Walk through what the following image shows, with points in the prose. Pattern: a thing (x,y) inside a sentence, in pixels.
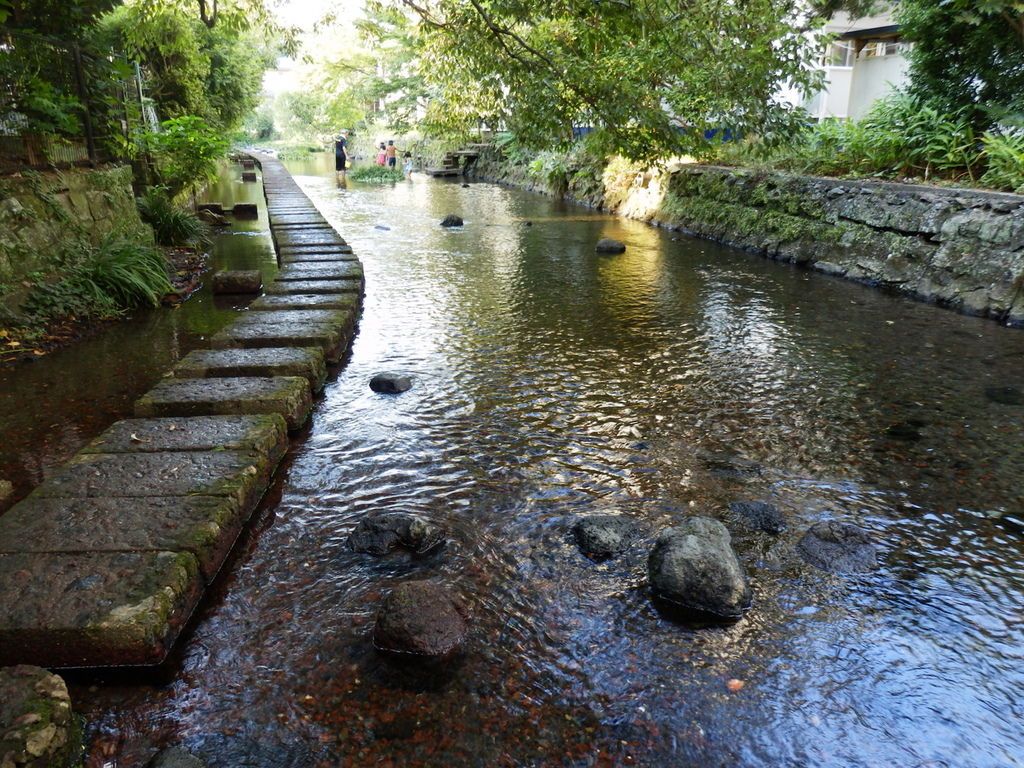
At the bottom of the image (572,569) on the ground (609,427) there is water (611,440). There are stones (706,526) in the water (473,356). On the left side of the image (282,424) there is a path (214,506) with stones (228,452). On the left corner of the image (115,90) there is a small wall (108,195) with trees (92,99) and grass (100,295) on the ground (116,260). On the right corner of the image (976,194) there is a small wall (1005,243). Behind the wall (1019,244) there are trees (682,91) and also there is a buildings (825,65). There are few people (345,148) standing in the water (349,183).
